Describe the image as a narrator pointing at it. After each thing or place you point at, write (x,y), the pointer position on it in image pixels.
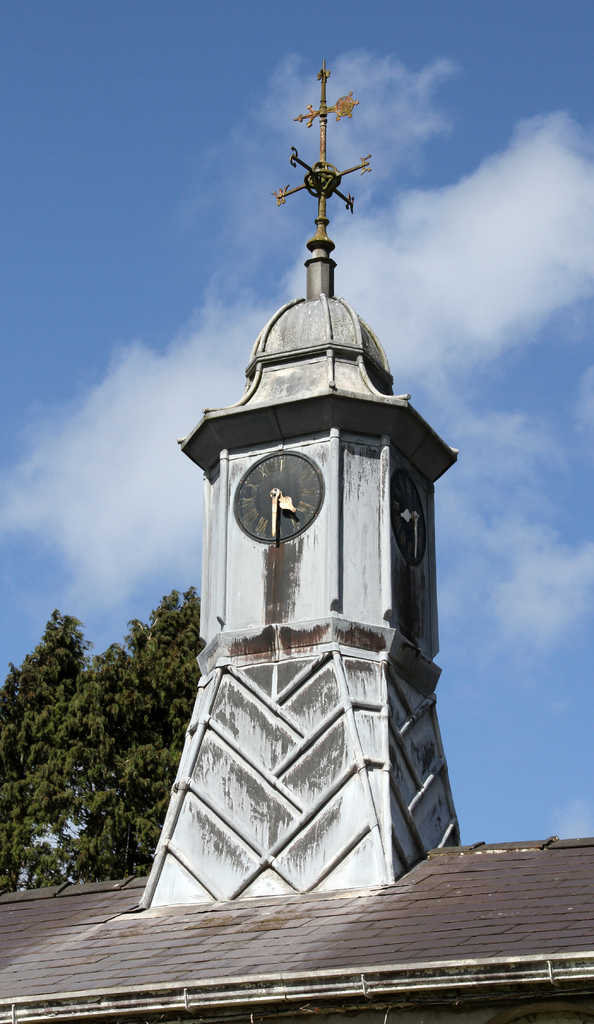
In the picture we can see a roof (287,930) on it, we can see a clock tower (399,396) with a clock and top of it, we can see some rod (319,206) showing some directions east, west, north and south and in the background (155,546) we can see some trees (71,701), and sky (193,316) with clouds (576,176).
